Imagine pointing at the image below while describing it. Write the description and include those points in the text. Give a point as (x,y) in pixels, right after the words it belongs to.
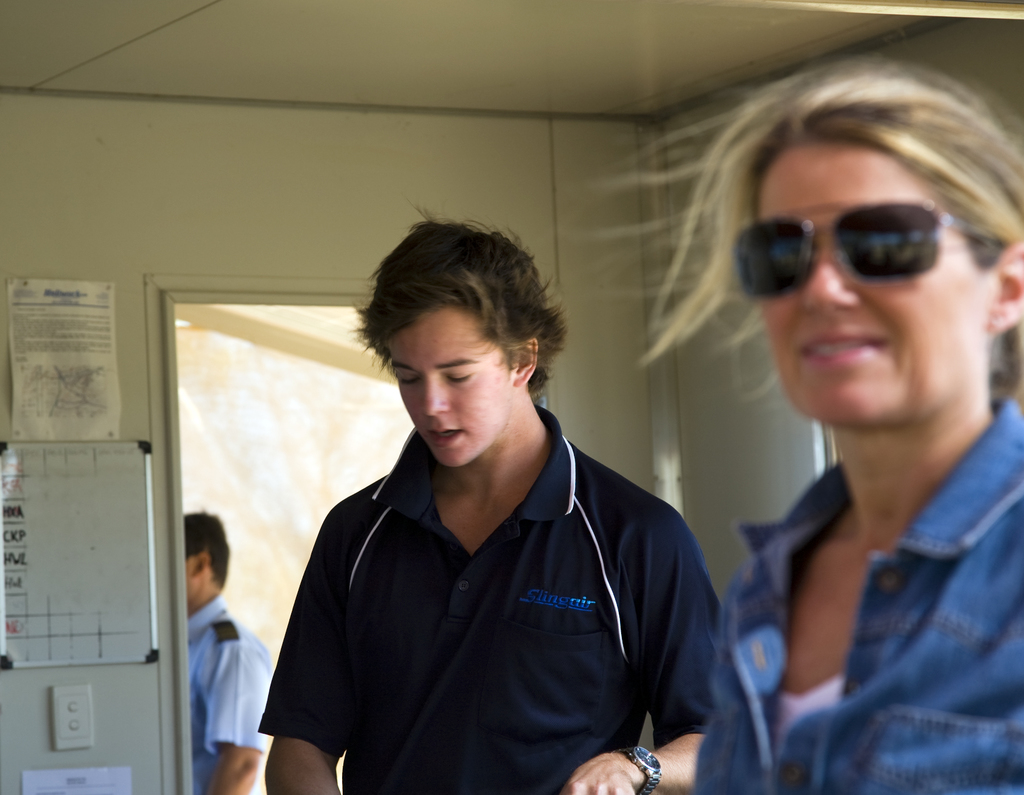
To the right side of the image (823,589) there is a lady (861,517). There is a man (488,644) beside her wearing a T-shirt (410,573). In the background of the image (312,543) there is a door (249,504). There is wall (39,764) with board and posters (81,288). At the top of the image (407,94) there is ceiling (733,74). In the background of the image (224,541) there is a person (222,650).
